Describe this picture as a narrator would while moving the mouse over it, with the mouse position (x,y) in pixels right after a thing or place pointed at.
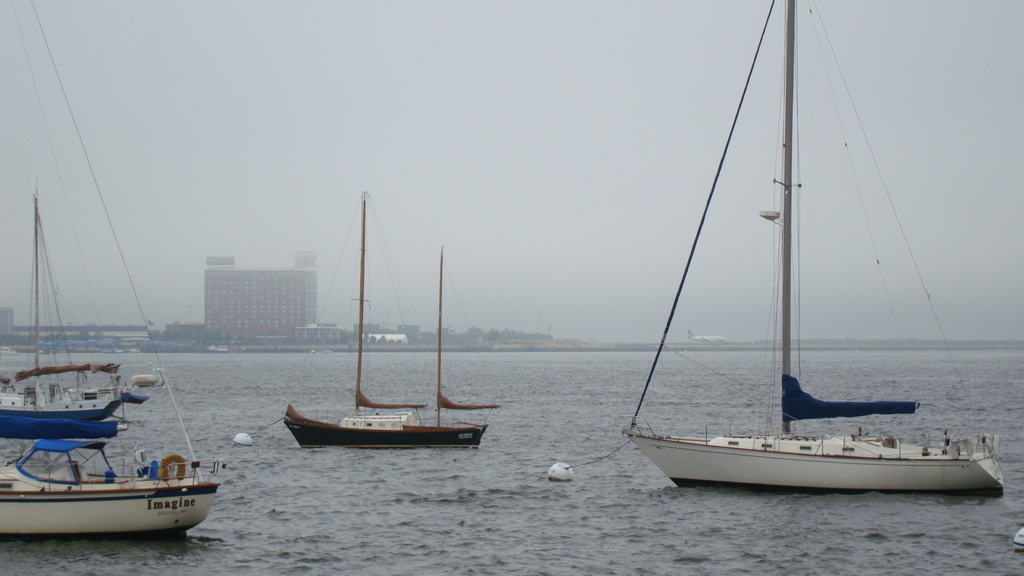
In this image I can see water (393,463) and in it I can see few boats (469,438). On few boats (132,498) I can see something is written. In the background (246,327) I can see number of buildings (265,301), an airplane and here I can see few poles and few wires (849,161). I can also see few white colour things (553,478) in water (405,486).
